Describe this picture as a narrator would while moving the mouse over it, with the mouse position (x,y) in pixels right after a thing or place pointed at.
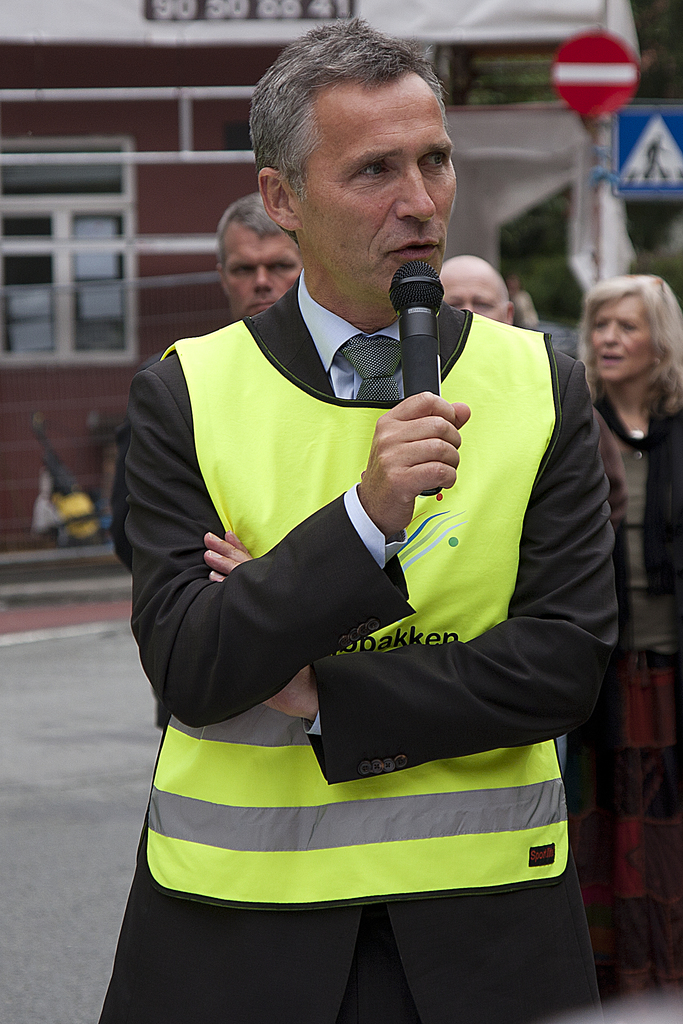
In this image I see a man (537,968) who is standing and holding a mic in his hand (406,432). In the background (665,371) I see 3 persons (661,319) who are also standing on the path (97,601) and I see a house (2,493) and the board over here.
